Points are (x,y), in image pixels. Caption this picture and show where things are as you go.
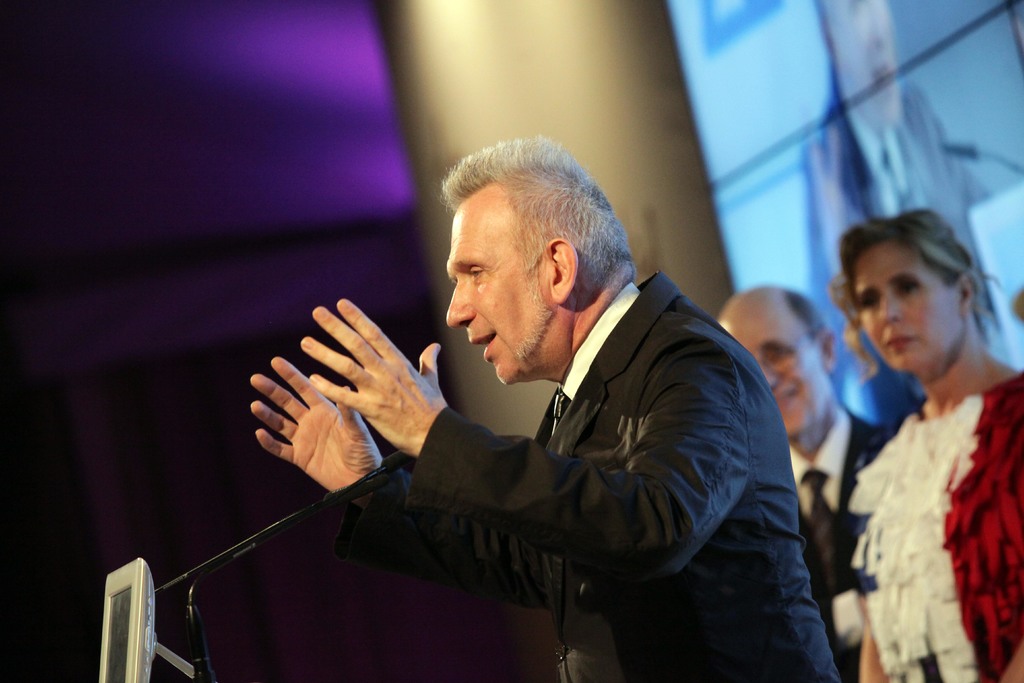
In the image in the center (540,307), we can see one person (688,424) standing. In front of him, we can see one microphone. In the background (718,133) there is a screen (767,125) and two persons (918,364) are standing.
